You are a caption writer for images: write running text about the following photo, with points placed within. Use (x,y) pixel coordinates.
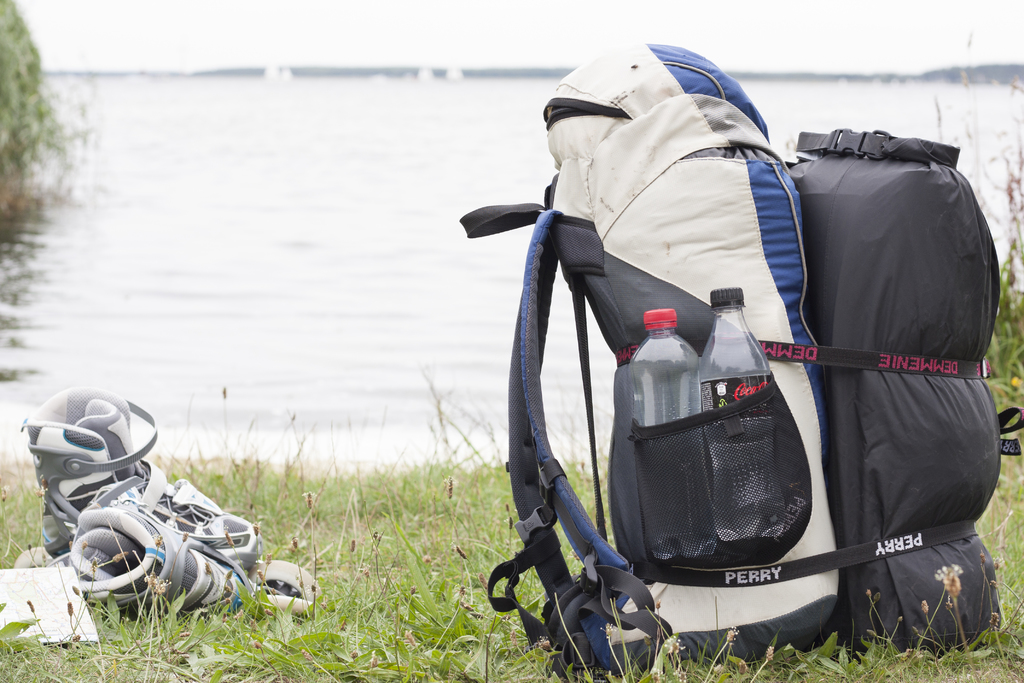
In the image we can see there is a travel bag pack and there are pair of shoes (203,535) on the ground (386,591). The ground (389,636) is covered with grass (276,549) and on the other side there is a river (338,205).
